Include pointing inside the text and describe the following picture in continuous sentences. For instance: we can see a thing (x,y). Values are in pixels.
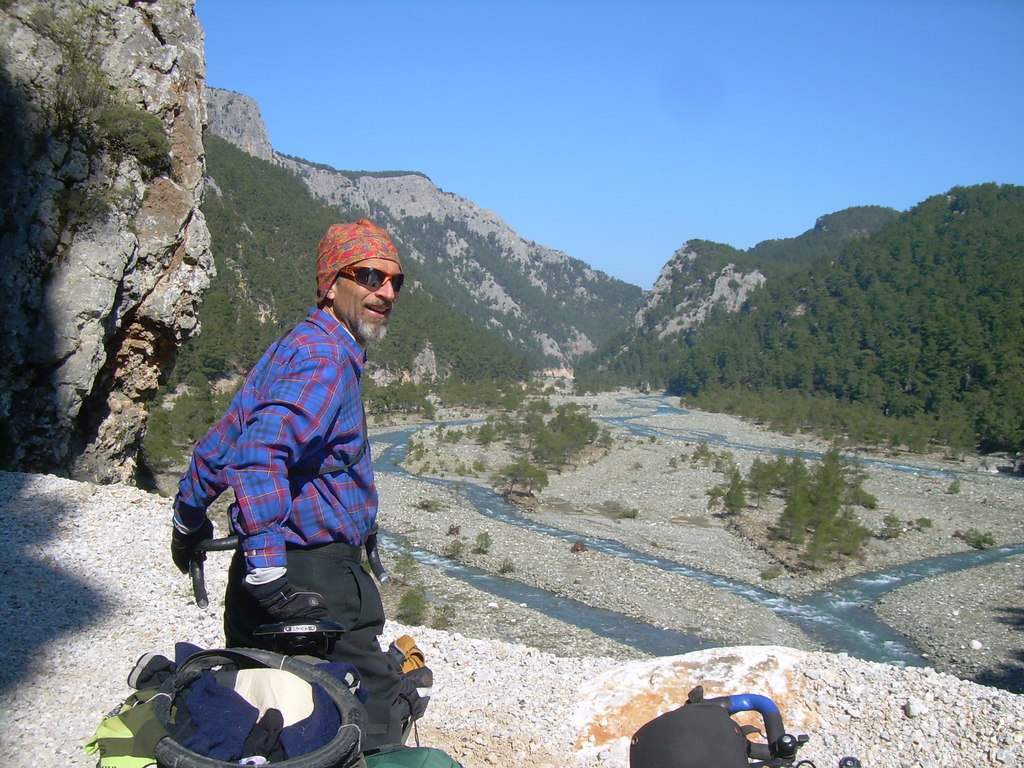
In this image we can see a man (334,614) standing on the hill (143,639). We can also see some stones (558,688) and bags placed beside him. On the backside (561,535) we can see some plants (723,498), a group of trees (796,528), water (889,578), the hills (604,339) and the sky (605,140) which looks clear.
